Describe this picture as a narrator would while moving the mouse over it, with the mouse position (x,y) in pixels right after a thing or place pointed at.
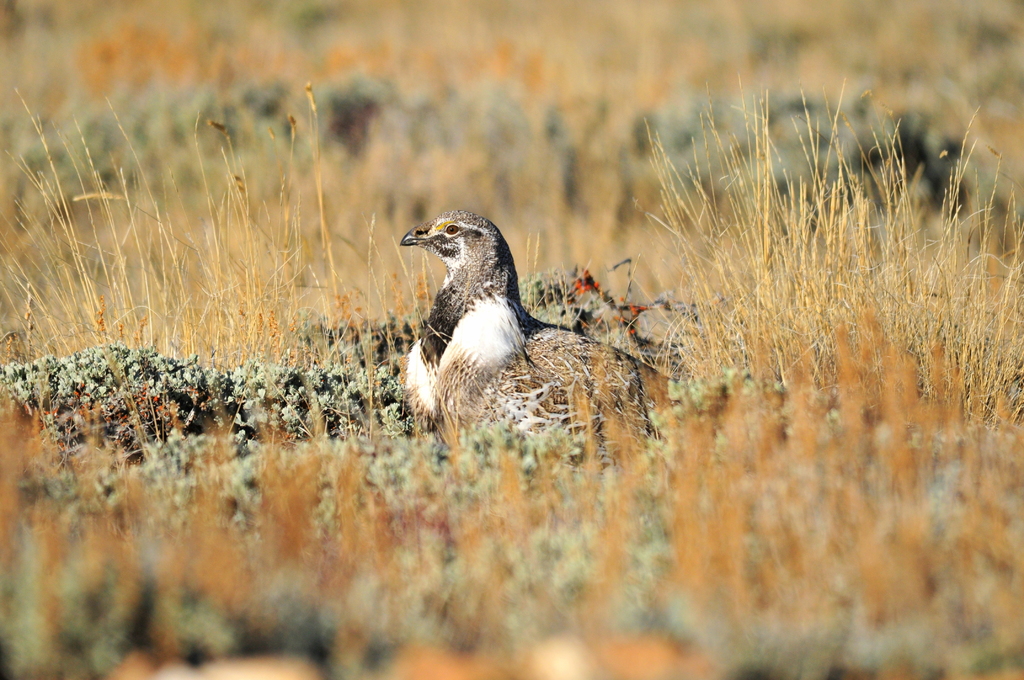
In this image I can see a bird (462,333) which is black, white, ash and brown in color and I can see some grass (453,494) and I can see the blurry background (438,134).
